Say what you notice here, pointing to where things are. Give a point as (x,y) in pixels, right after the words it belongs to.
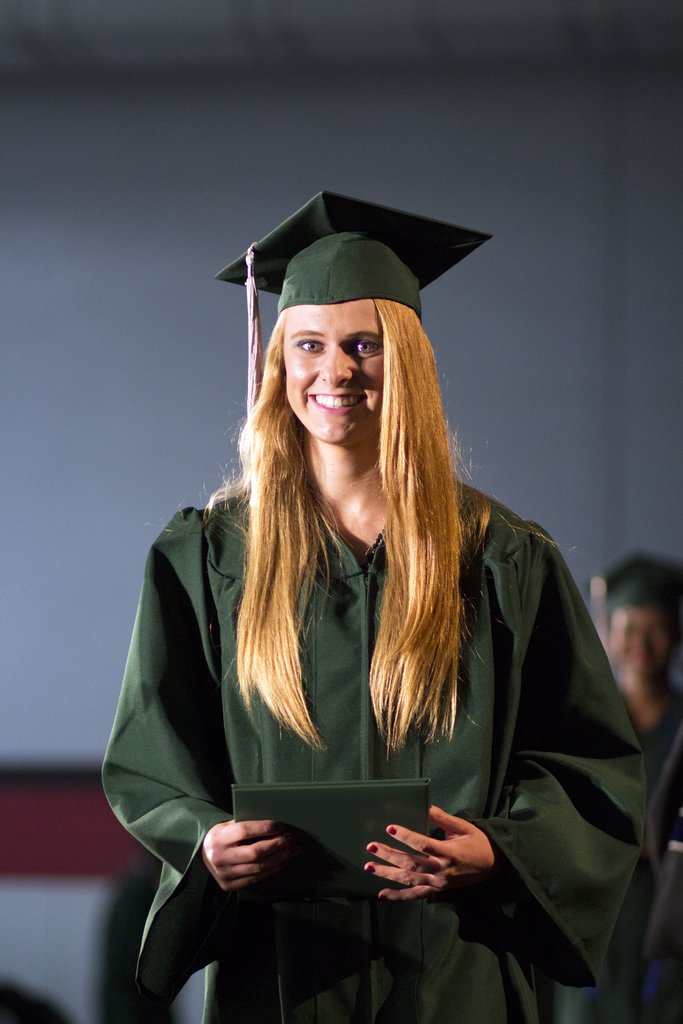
In this image we can see one woman (165,536) with an academic dress (330,743). And she is holding one book (312,809).
